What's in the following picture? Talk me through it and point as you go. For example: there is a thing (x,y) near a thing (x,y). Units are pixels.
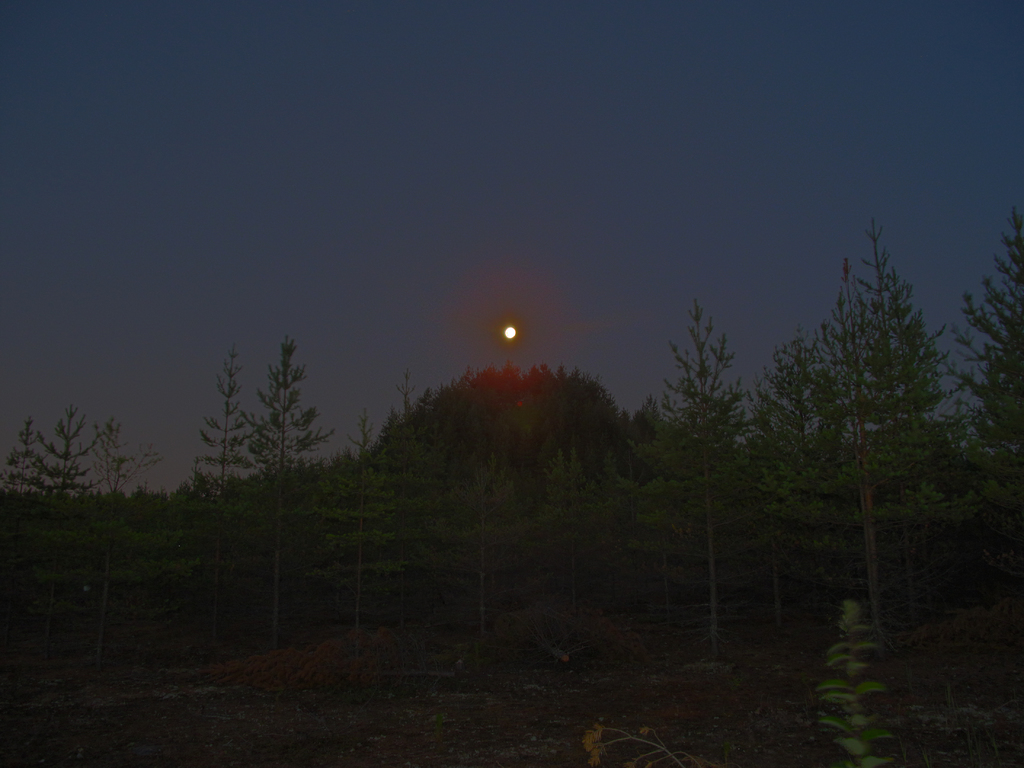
In this picture we can see the ground (279,697), trees (600,395) and in the background (348,117) we can see the sky (588,228).
